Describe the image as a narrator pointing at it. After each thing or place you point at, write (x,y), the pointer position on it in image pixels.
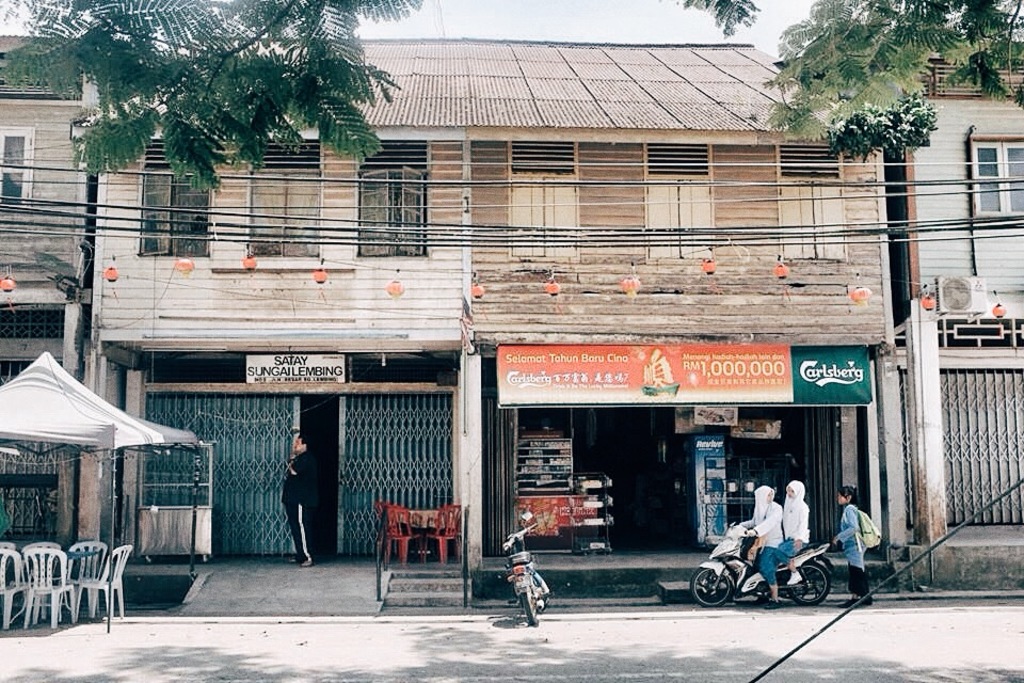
At the bottom of the image (535,590) on the road (419,621) there are two motorcycles (695,581). There are two persons (763,541) sitting on a motorcycle (723,579). Behind them there is a person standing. On the left side of the image (4,574) there are chairs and also there is a table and a tent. Behind them there are buildings (811,335) with walls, windows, roofs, pillars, gates (275,442) and also there is an air conditioner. And also there is a store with few things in it and also there are boards (828,370) with names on it.
